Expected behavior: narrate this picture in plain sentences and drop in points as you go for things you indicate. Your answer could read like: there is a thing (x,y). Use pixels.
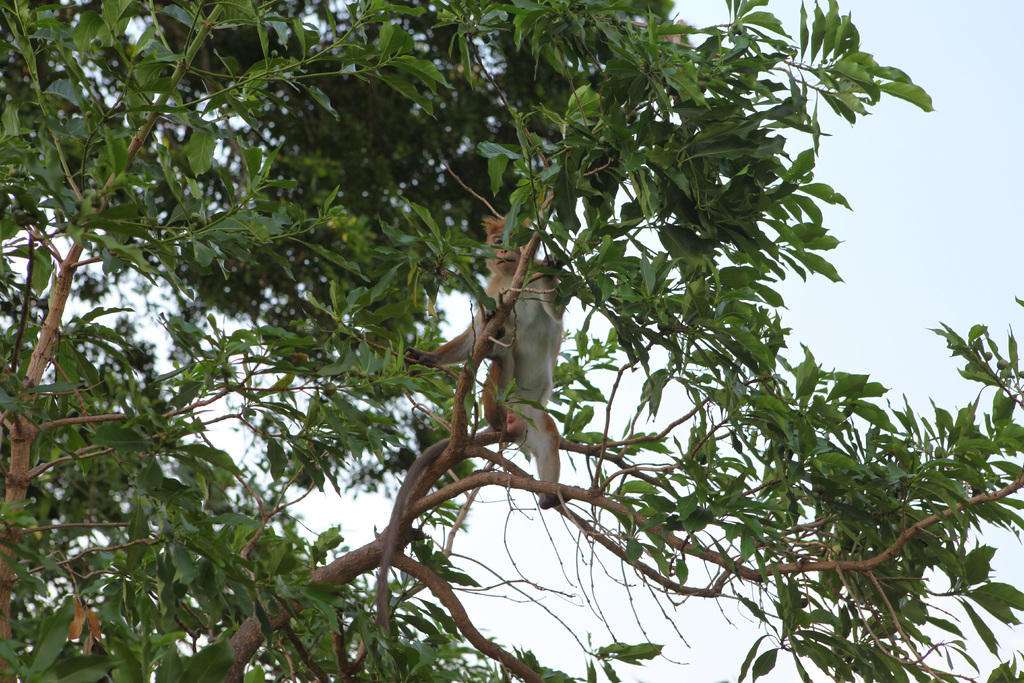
In this image, there are a few trees (24,44). We can see a monkey (534,429) on one of the trees (429,268). We can also see the sky (884,239).
